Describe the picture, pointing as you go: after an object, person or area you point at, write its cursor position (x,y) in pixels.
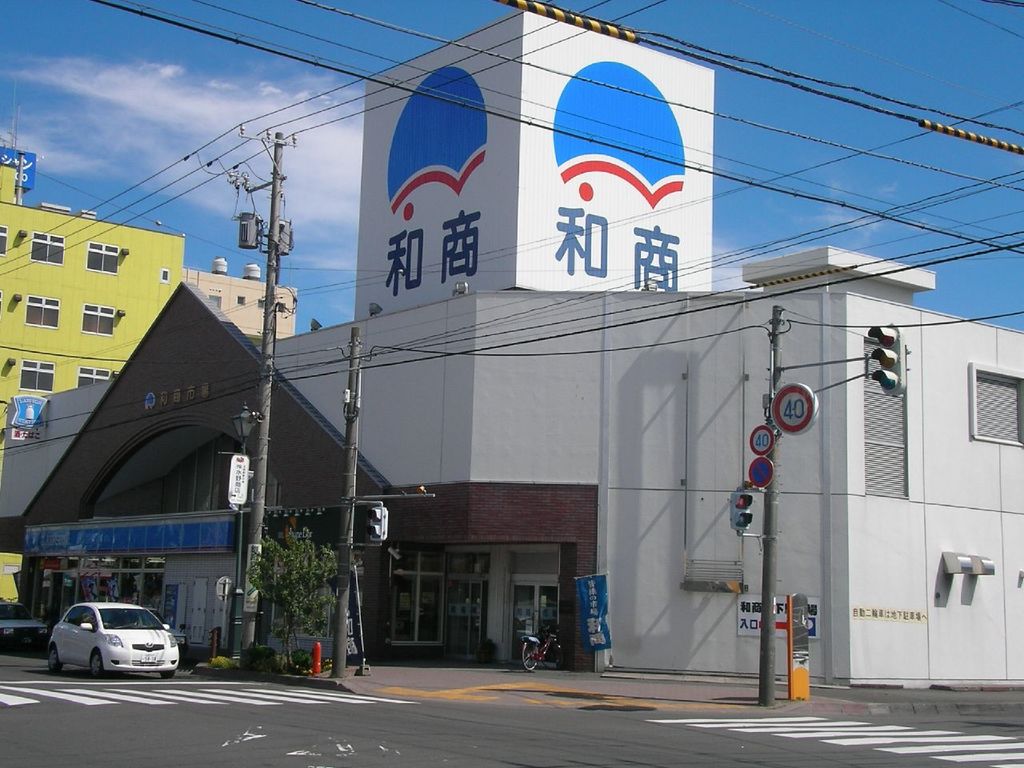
Here we can see buildings (520,423), poles (773,701), boards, bicycle (533,663), traffic signal (895,367), plants (285,656), tree (290,566), and cars (108,613). There are wires (937,124). In the background (947,97) there is sky (899,72).
